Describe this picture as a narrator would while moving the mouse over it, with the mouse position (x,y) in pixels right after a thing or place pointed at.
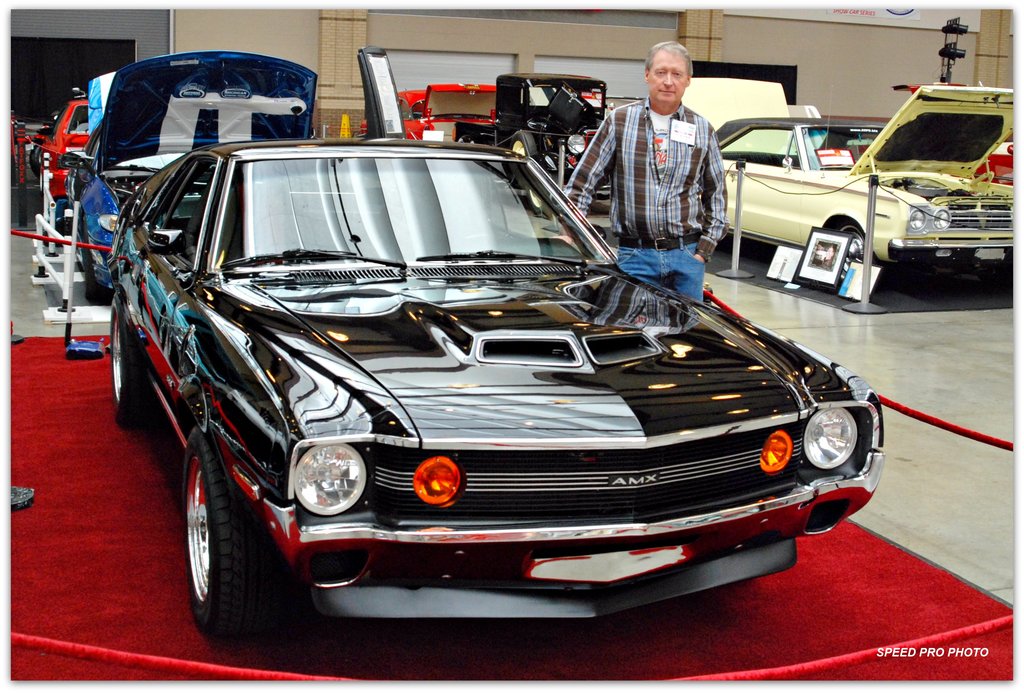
This image is taken indoors. At the bottom of the image (877,607) there is a mat (876,594) on the floor (920,519) and there is a rope (62,644). In the background (874,35) there is a wall (849,35) and there is a board (838,16) with a text (869,15) on it. A few cars (62,139) are parked on the floor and there are a few boards (820,270). In the middle of the image (536,278) a car (317,265) is parked on the red carpet (889,613) and a man (710,191) is standing.
